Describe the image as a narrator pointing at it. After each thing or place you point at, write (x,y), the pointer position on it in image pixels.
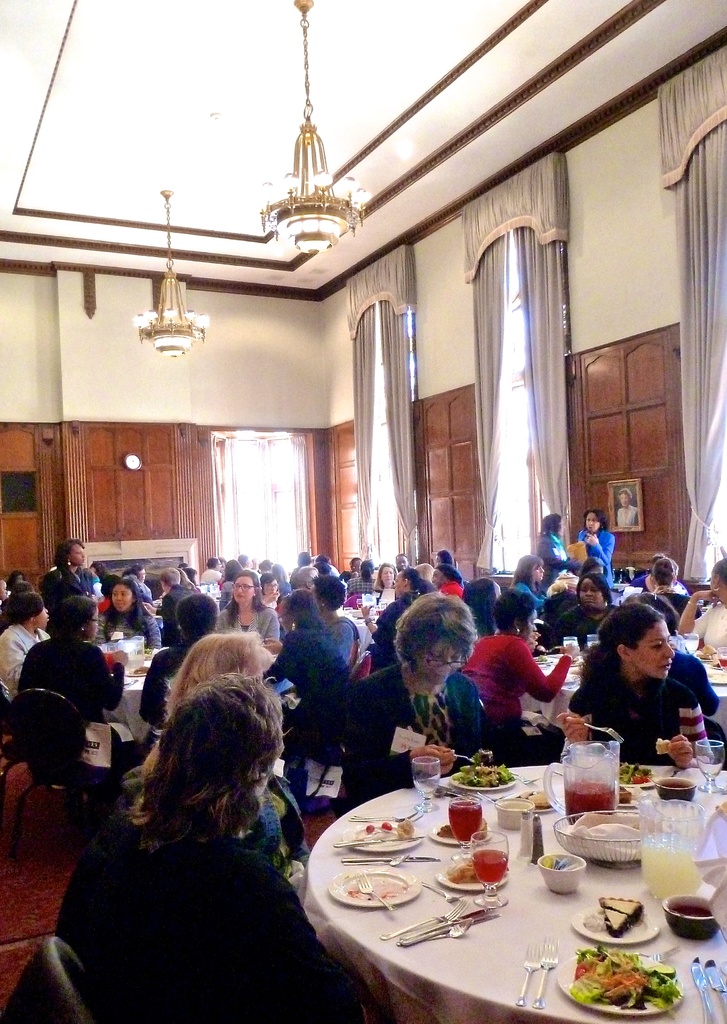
In this image, group of people (211,910) are sat on the chairs (52,718). There are few white table (126,680), few items (526,854) are placed on it. The background (623,296), we can see wooden wall (468,465) and cream. There is a curtains (539,377) here. At the top of the image (352,223), we can see few chandeliers (180,286).
